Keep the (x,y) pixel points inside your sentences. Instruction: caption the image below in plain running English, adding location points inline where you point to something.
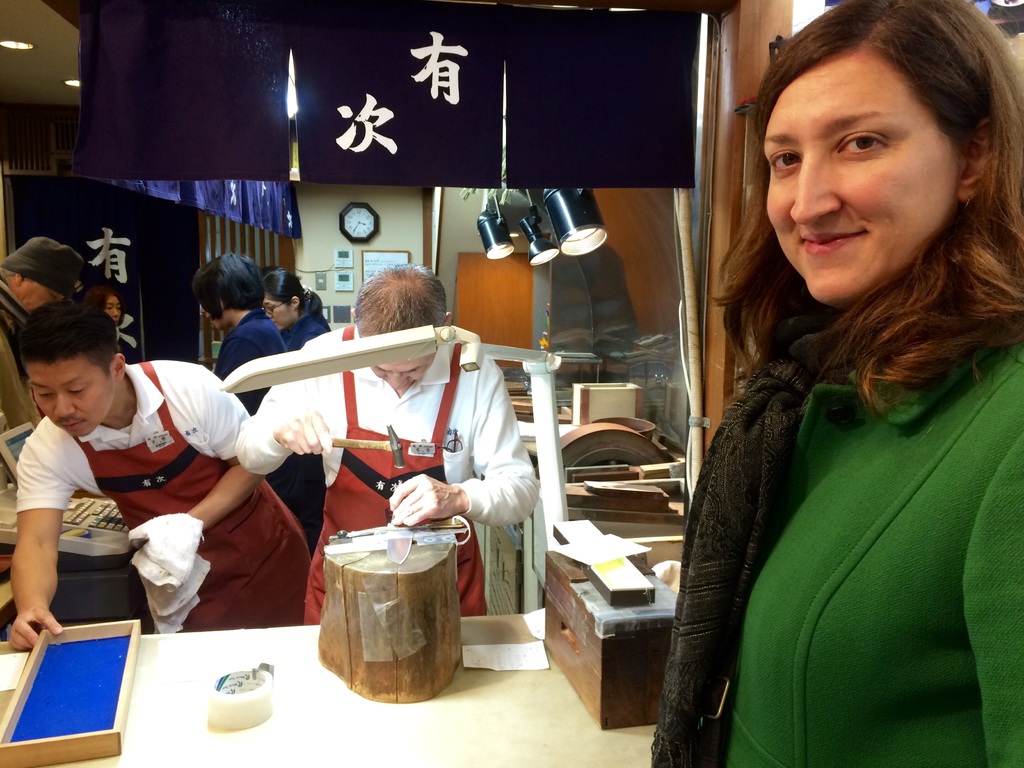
On the background of the picture (386,209) we can see lights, wall (355,195), board (380,268) and a clock (344,228). These are flags (425,154). Here we can see few persons (22,277) standing and working something. This is a table (258,748) and on the table (335,752) we can see a board (106,714), plastic tape (218,726). At the right side of the picture (825,449) we can see one women (936,281) in green colour jacket (884,562) and she is holding a beautiful smile on her face (921,214).
